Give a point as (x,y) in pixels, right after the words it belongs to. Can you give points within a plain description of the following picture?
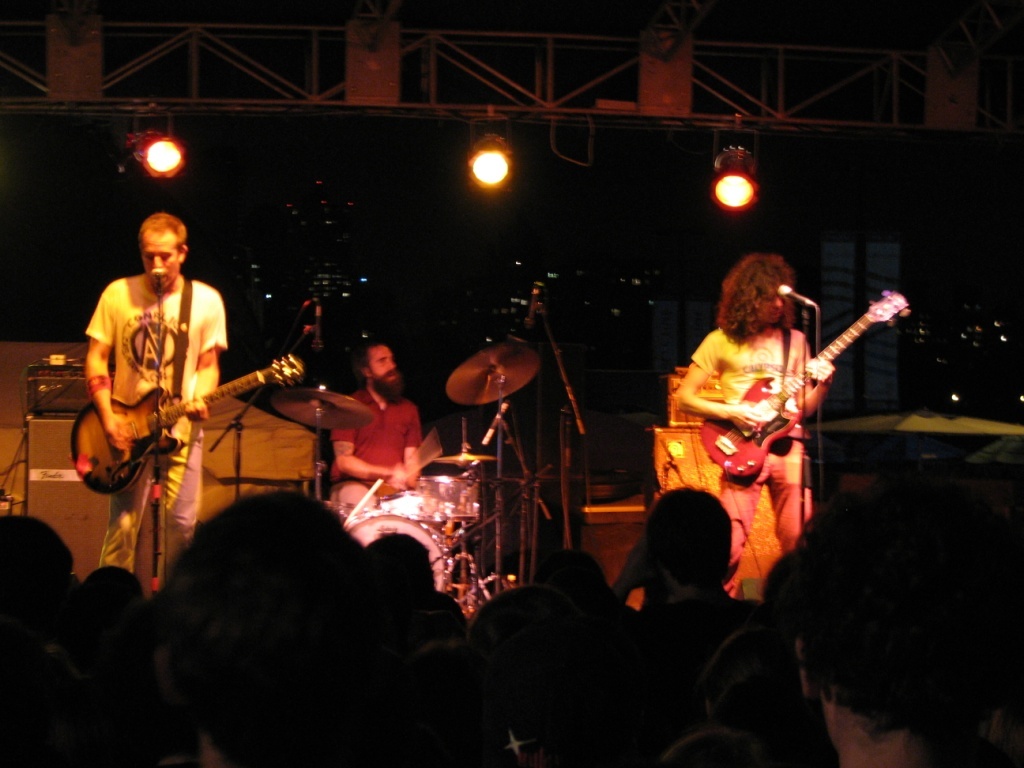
There are three members (132,367) on the stage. Two of them were playing guitars (168,418) in their hands (123,430) in front of a mic (159,280). Another guy (358,463) is sitting in the background (473,454) and playing drums (380,500). There are some people (414,610) watching them in the down. In the background (154,143) there are some lights (145,154).
